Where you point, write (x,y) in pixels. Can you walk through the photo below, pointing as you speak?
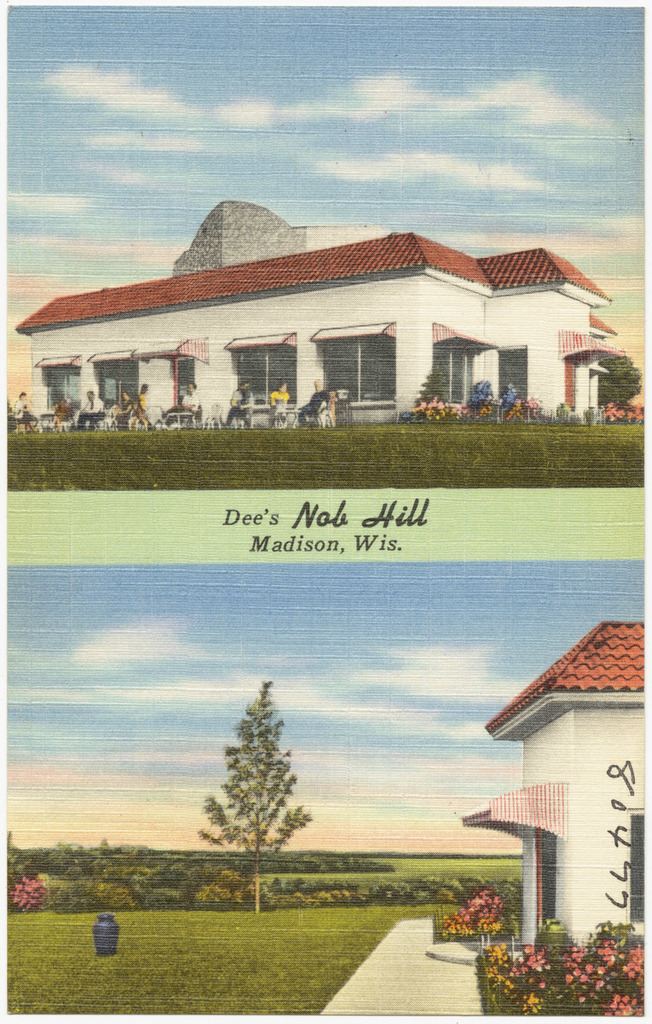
In this picture I can see there is a building (269,327) and there are plants (525,968), trees (610,387) and there are few people (138,404) sitting on the chairs (101,425) and tables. There is grass (482,469) on the floor (587,455) and the sky (289,574) has clouds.
